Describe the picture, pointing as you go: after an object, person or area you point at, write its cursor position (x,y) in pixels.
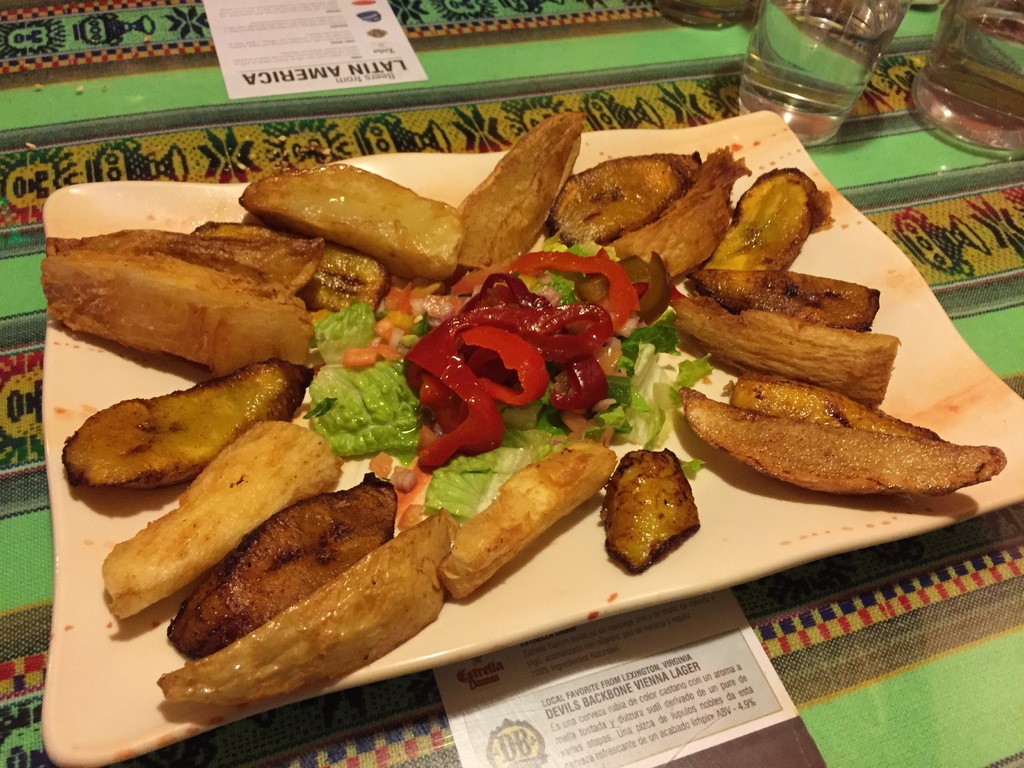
In this image we can see a plate (968,420) containing food (474,398) which is placed on the surface (962,560). In the background (845,7) we can see some glasses (1006,140) and some papers (650,697) with text (536,666) placed on the surface (802,705).
